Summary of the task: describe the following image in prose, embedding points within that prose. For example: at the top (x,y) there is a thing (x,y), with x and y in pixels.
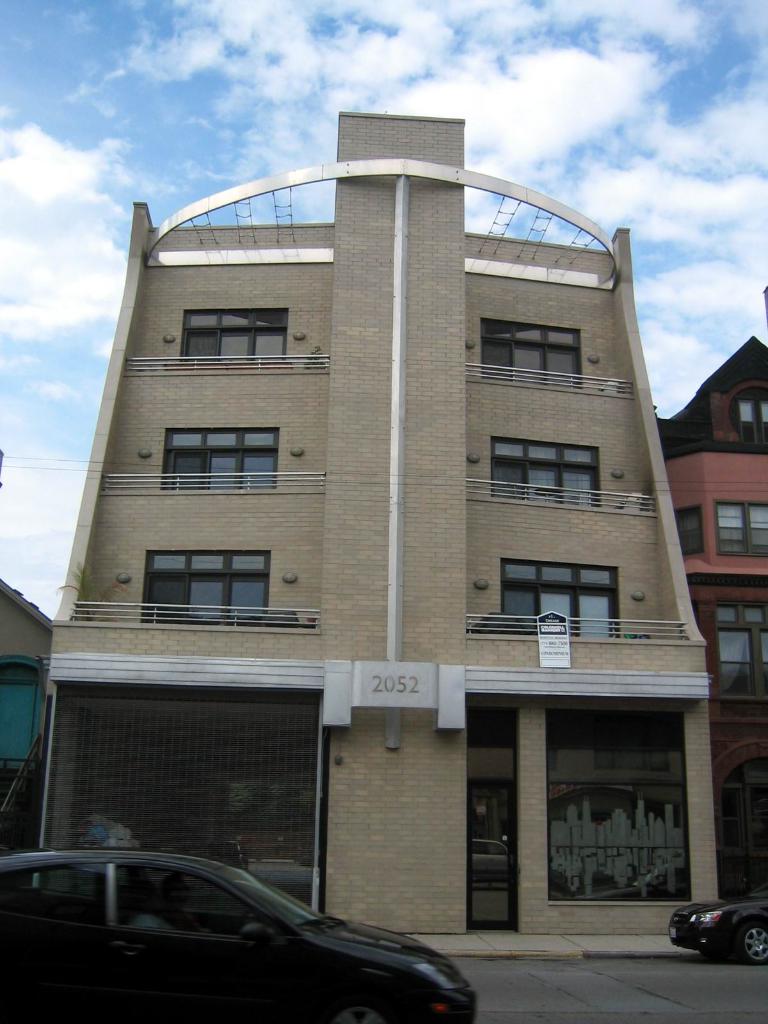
We can see cars (259,969) on the road (546,1003), buildings (561,826), board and house plants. In the background (483,60) we can see sky (722,125) with clouds (751,219).
